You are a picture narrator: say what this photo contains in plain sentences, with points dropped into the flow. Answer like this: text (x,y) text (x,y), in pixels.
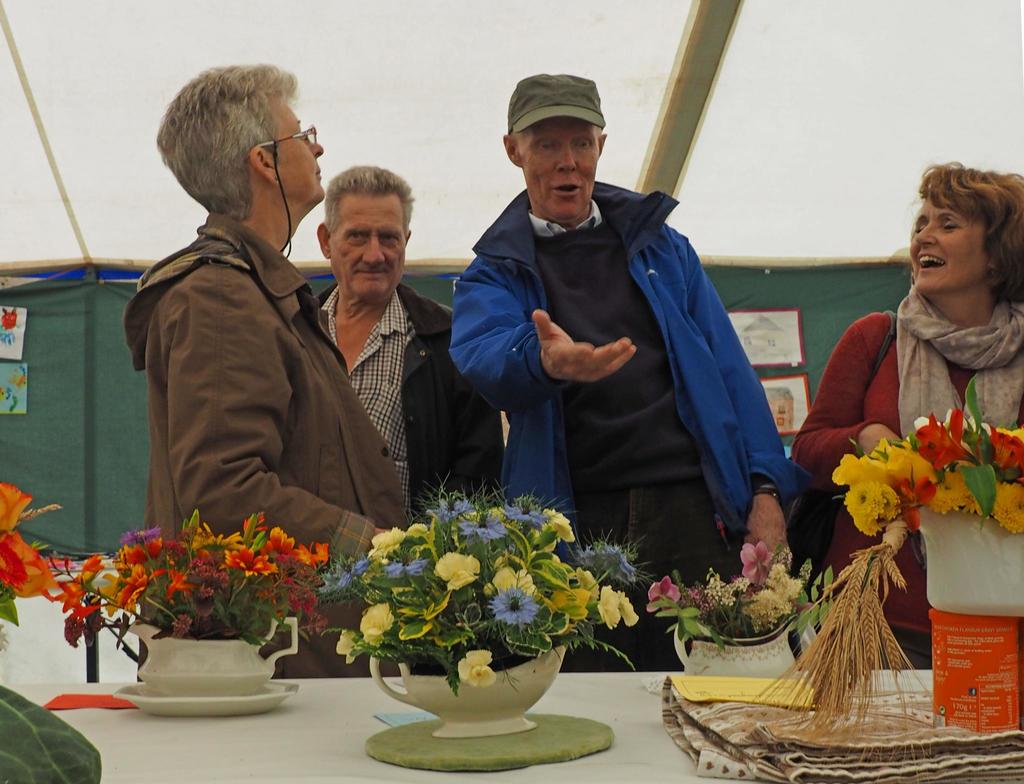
In the foreground (662,578) we can see the flower vases (964,576) on the table (833,716). Here we can see the curtain cloth (845,743) on the table (747,740). Here we can see four persons (963,216). Here we can see a woman (921,223) on the right side (954,226) and she is smiling.
